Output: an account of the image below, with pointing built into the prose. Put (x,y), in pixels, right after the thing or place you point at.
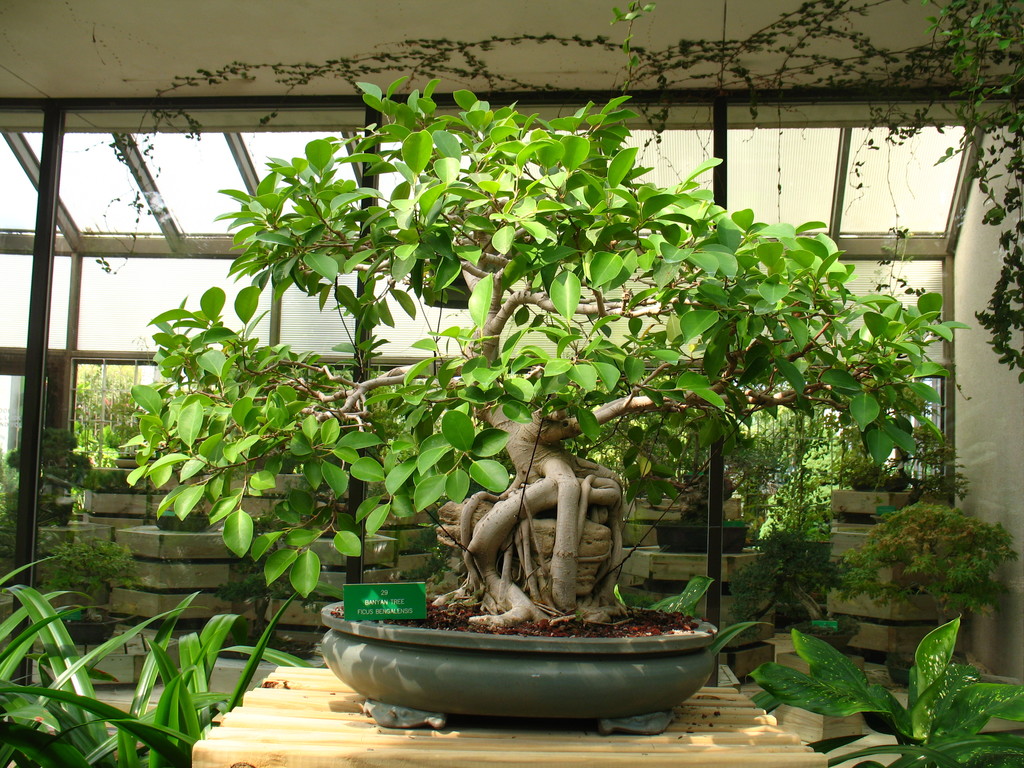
In this image we can see the flower pots (683,552). We can also see the text boards (404,598), table (560,754), grass (28,728) and also the glass windows (88,111). We can also see the ceiling (512,16).
